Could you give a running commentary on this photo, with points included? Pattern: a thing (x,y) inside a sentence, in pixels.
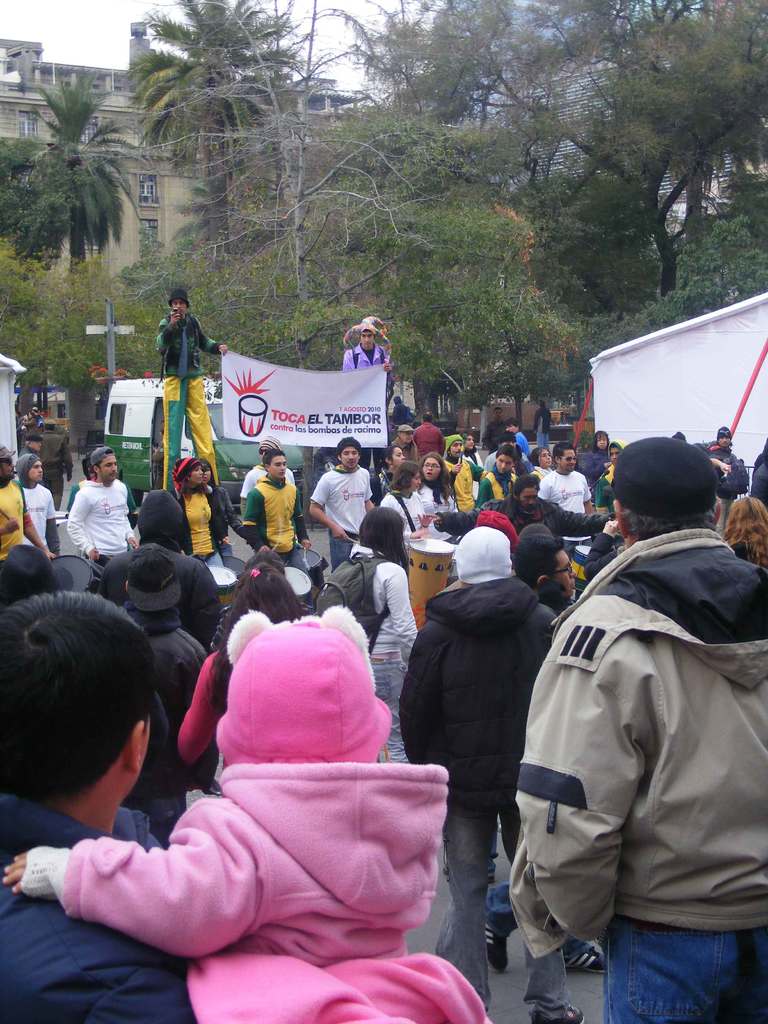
Here we can see people (248,750). These people (210,526) are playing musical drums (414,564). These two people (200,355) are holding a banner (334,411). Background (142,206) there are trees (147,282), building (138,177) with windows (143,191) and vehicle (131,413).
